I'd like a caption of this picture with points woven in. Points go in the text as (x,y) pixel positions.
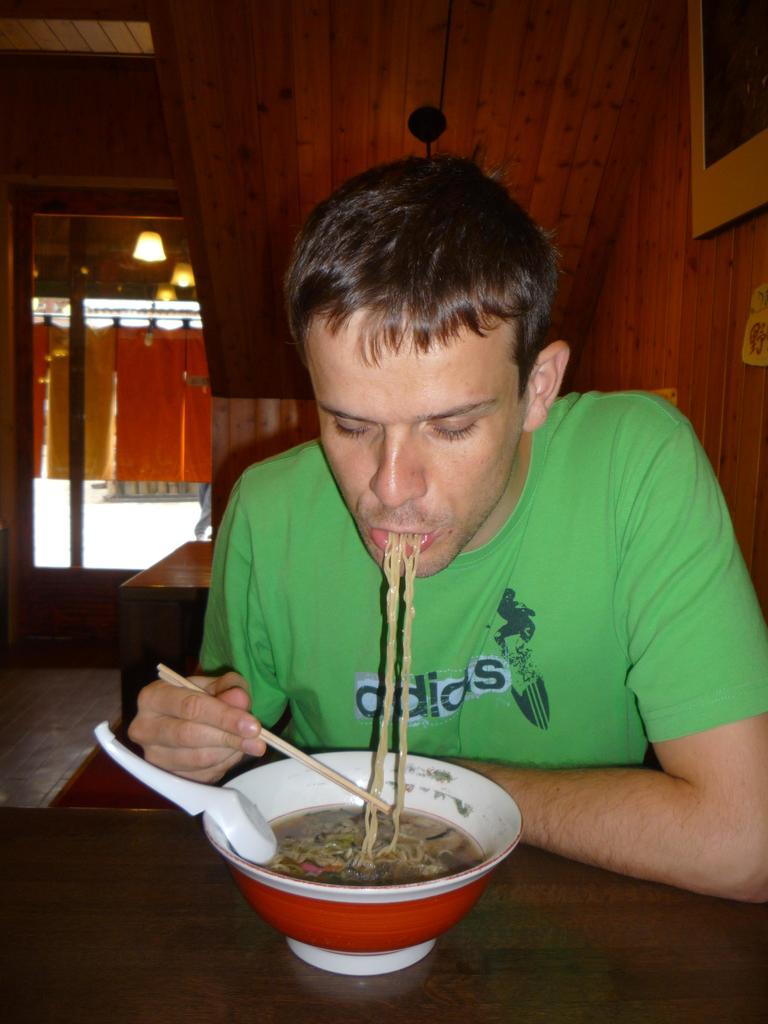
In this image I see a man (150,702) who is sitting in front of a table (762,941) and there is food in his mouth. I can also see that there is bowl (249,779) full of food (471,843) and he is holding the sticks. In the background (70,279) I can see the window (51,411) and the lights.
